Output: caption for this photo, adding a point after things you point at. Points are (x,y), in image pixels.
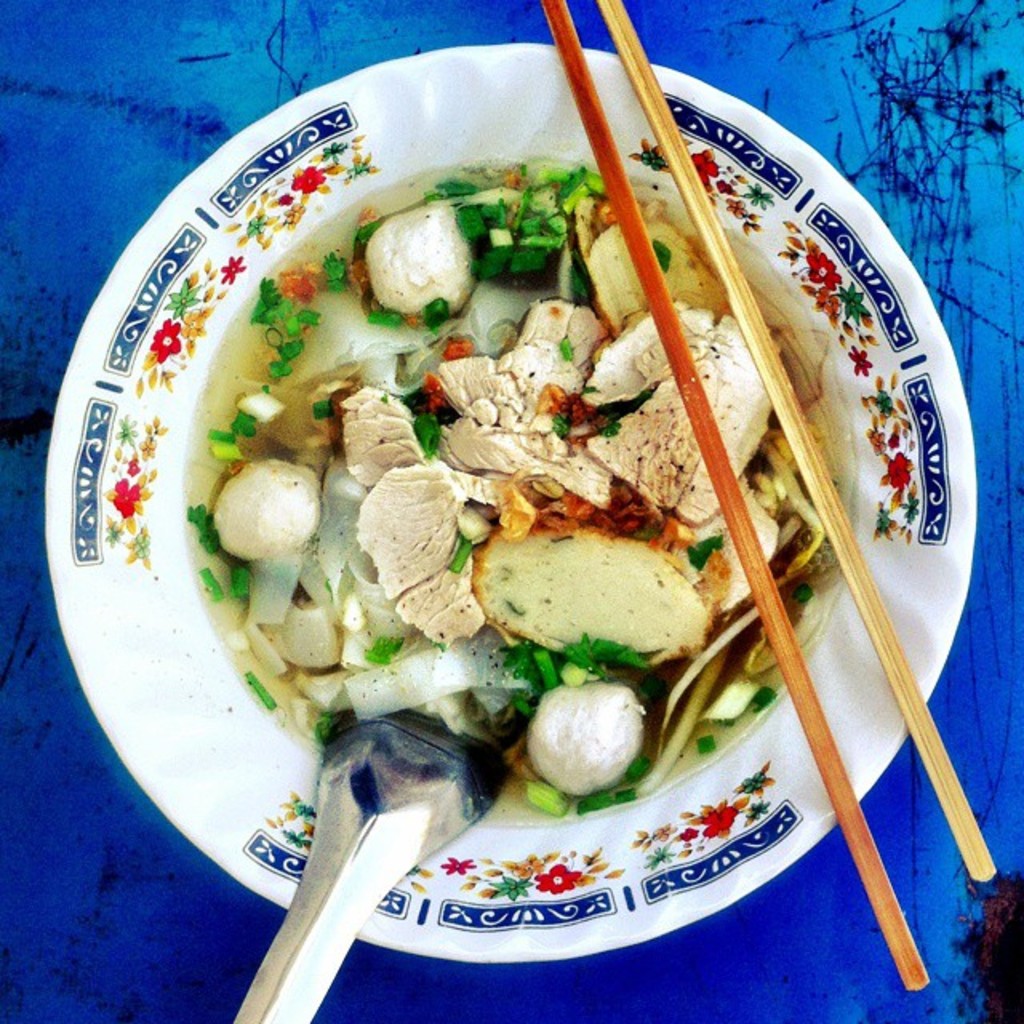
In the image in the center (491,354) we can see some food item (638,363) in the bowl (290,193) and we can see the spoon (389,793).
